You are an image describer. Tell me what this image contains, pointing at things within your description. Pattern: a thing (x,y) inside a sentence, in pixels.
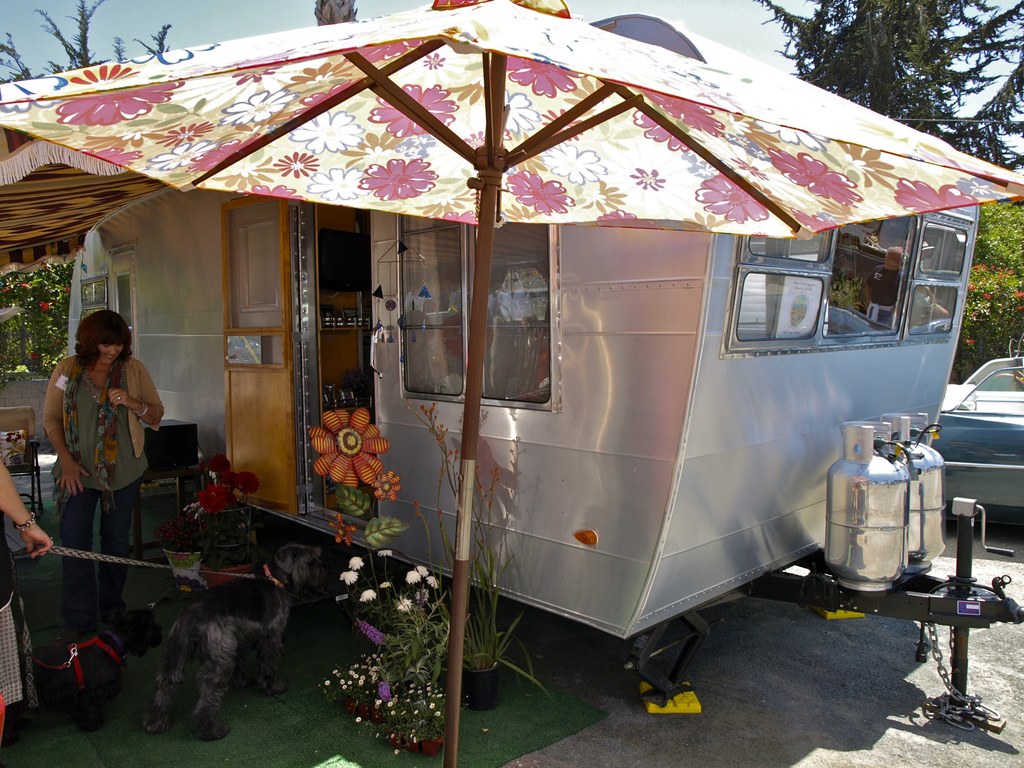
This picture is taken from the outside of the city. In this image, on the left side (3,594), we can see a person (10,551) holding collar rope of a dog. On the left side (119,611), we can see a woman (114,319). In the middle of the image (433,407), we can see some flower pot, plants (476,611) with some flowers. On the right side (895,591), we can also see gas cylinders (911,495), vehicles (978,480), metal instrument (923,609). In the middle of the image (467,507), we can also see a umbrella (373,100). In the background (571,272), we can see a box (642,337) with some objects (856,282) which are placed in it. In the background (1000,115), we can also see some trees (830,61), plants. At the top (622,14), we can see a sky (584,8).
